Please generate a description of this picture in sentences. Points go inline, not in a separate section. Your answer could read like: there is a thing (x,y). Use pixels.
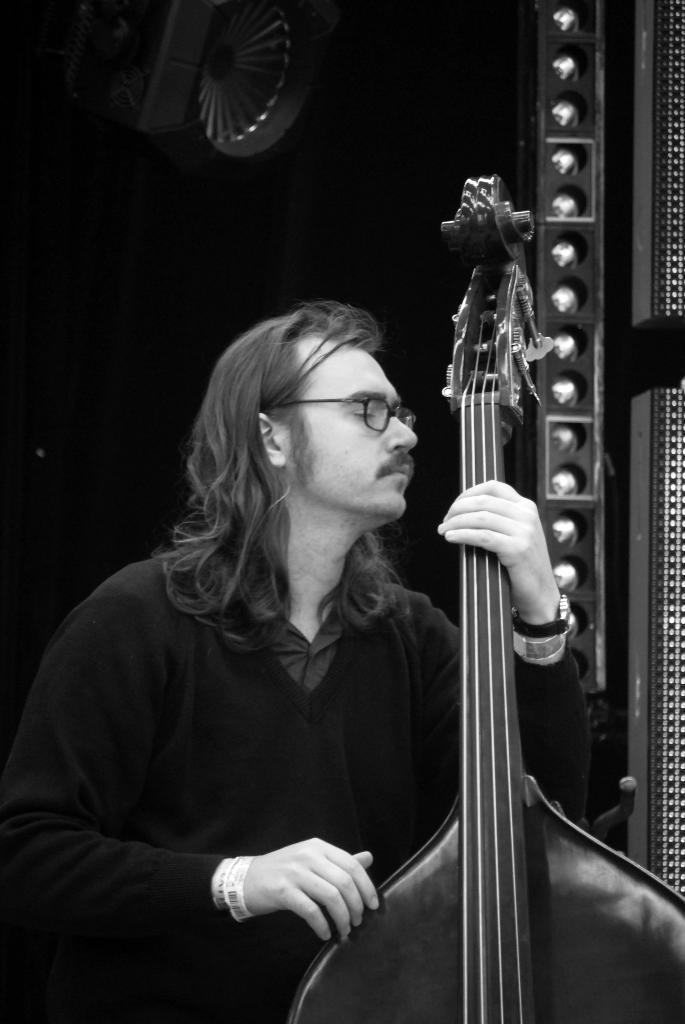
In this image we can see a man (322,734) holding a musical instrument (490,679). In the background (390,240) there is a wall (344,200).
